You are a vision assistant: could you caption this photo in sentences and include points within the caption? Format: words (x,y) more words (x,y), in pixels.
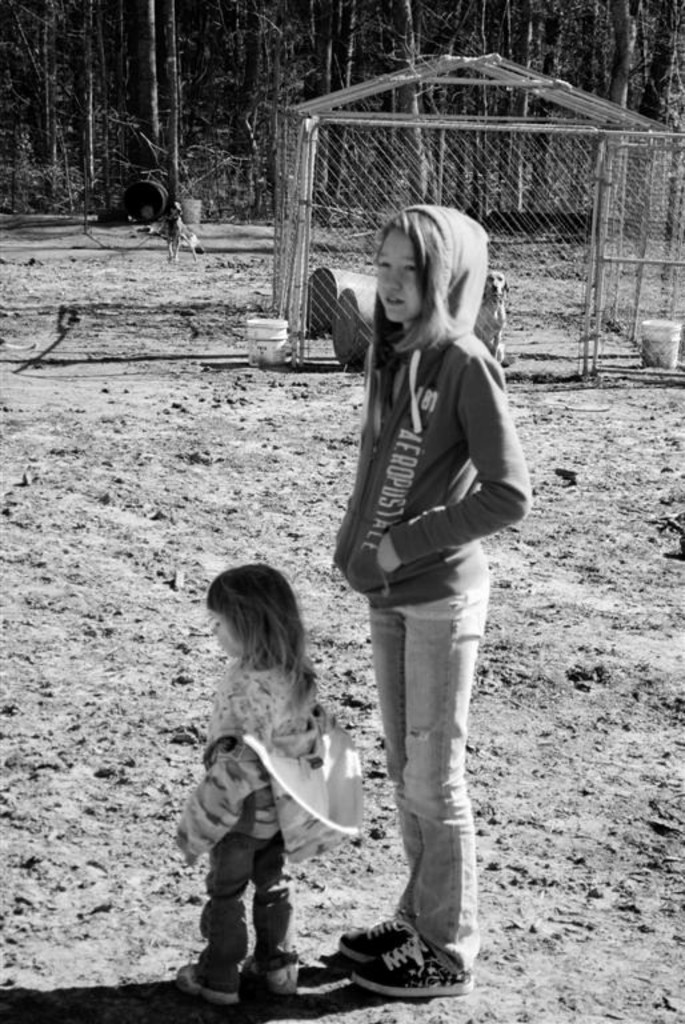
This is a black and white image. I can see two persons (306,851) standing. On the right side of the image (503,306), I can see a dog (504,301) and few objects (334,298) in a cage (542,319). In the background (178,253), I can see another dog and there are trees (178,59).
